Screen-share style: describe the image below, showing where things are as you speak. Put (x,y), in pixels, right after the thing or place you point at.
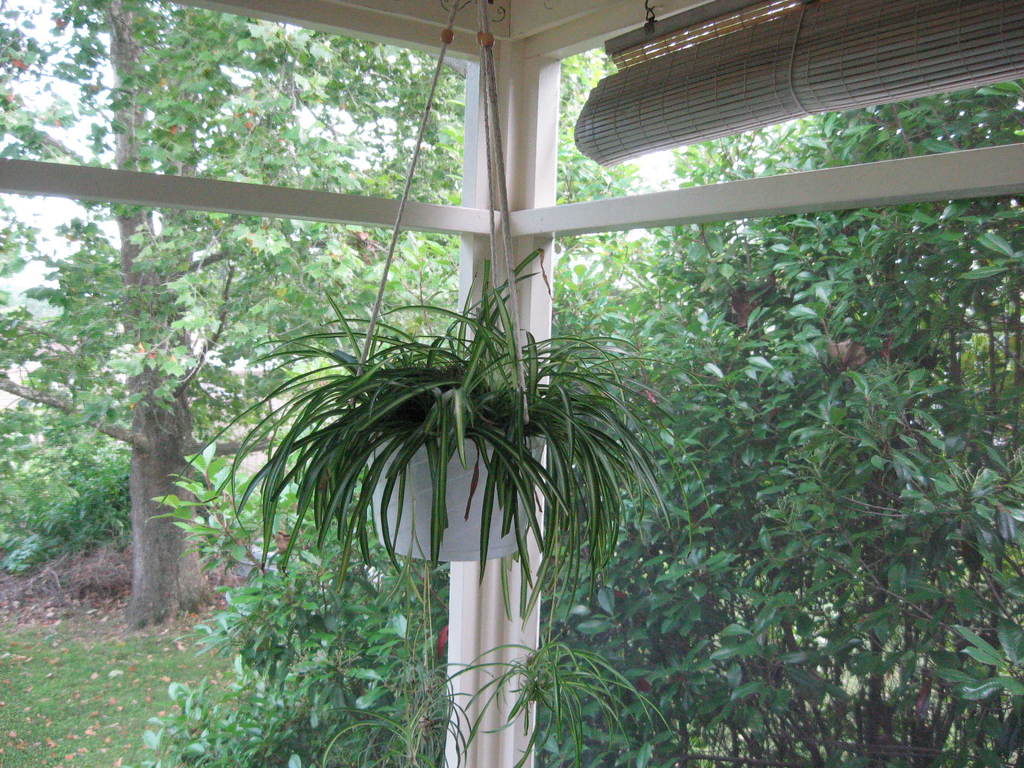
In the foreground of the picture (746,356) there are plants (431,458), flower pot (420,485), window blind (694,99), iron frame (334,204) and other objects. On the left (81,462) there are plants (78,490), trees (86,451), dry leaves (76,604), soil (91,606) and grass (113,640). In the background (571,181) we can see trees (399,112).
